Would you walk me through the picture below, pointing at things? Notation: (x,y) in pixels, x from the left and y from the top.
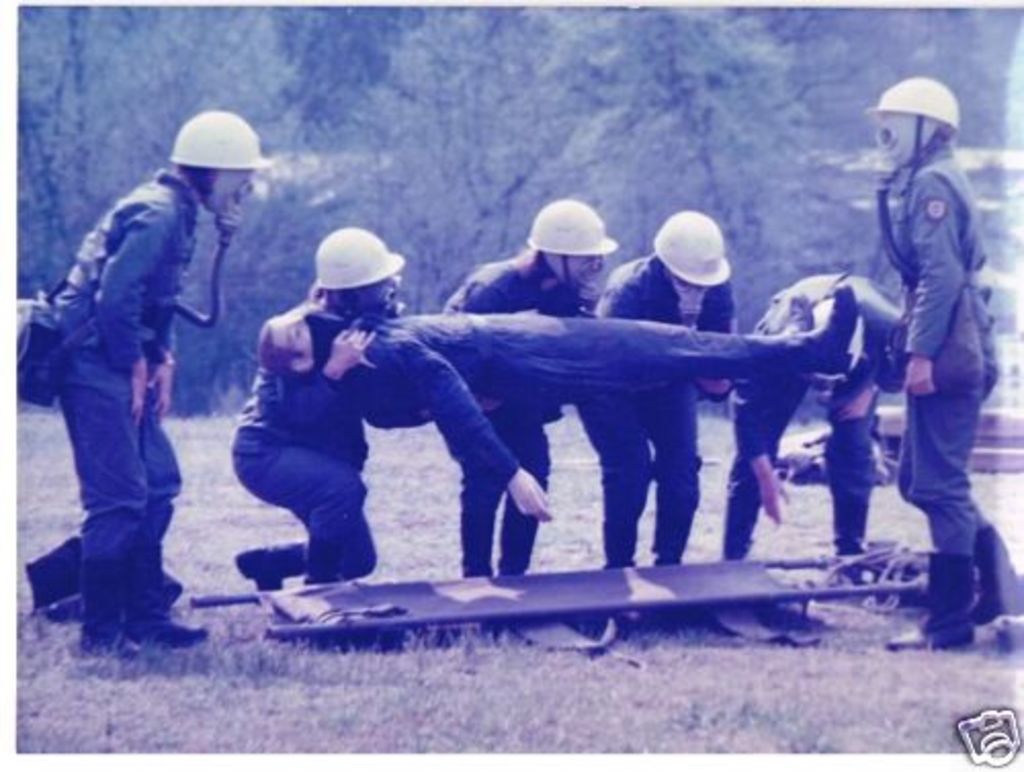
In this image I can see group of people (132,282) standing and holding the other person (833,374). Background (272,57) I can see trees (289,206) and the image is in color.
